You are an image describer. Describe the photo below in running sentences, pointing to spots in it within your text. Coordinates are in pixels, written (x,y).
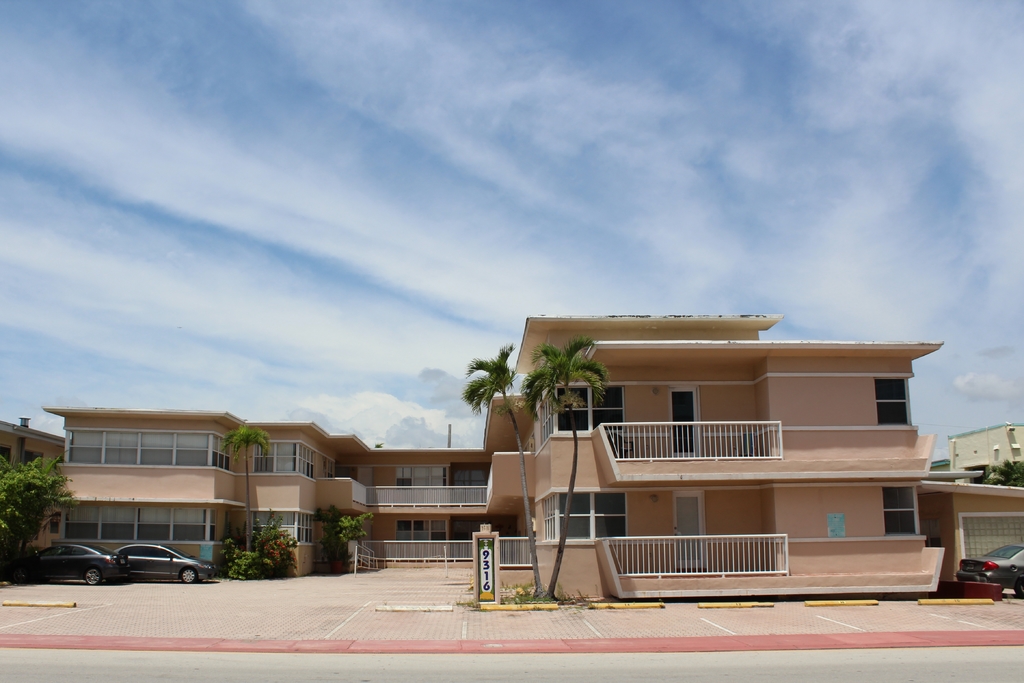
In this picture we can see buildings (318,491) and in front of the buildings (378,491) there are trees (55,484) and vehicles (1001,576) parked on the path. Behind the buildings (631,442) there is the sky (434,246).
